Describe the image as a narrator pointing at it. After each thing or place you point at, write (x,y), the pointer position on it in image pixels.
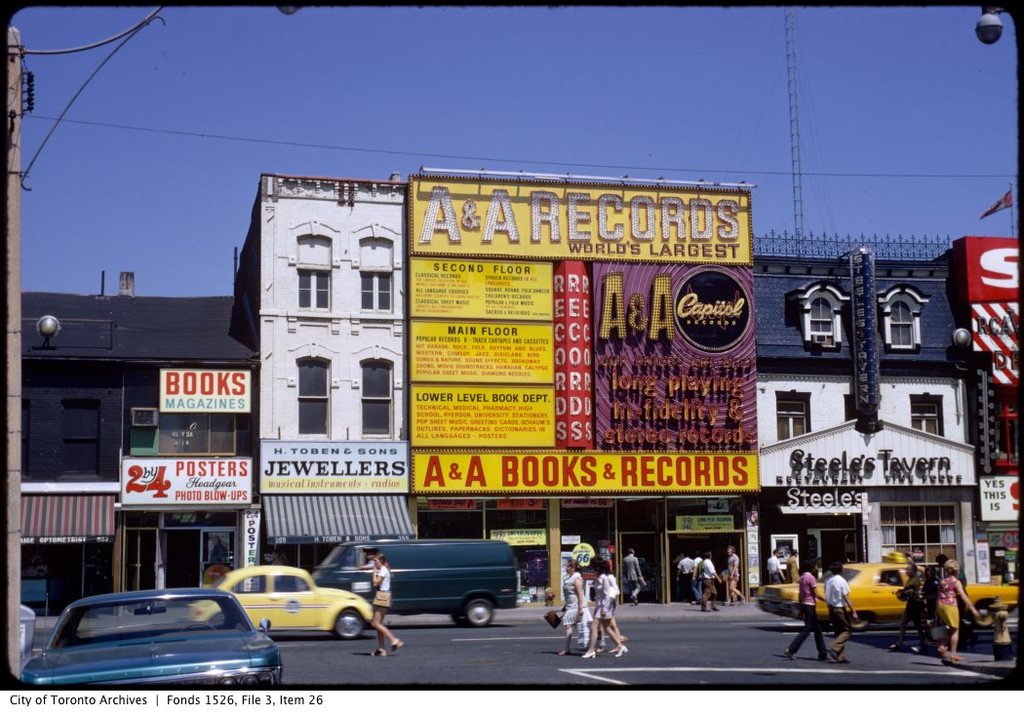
In the image we can see there are buildings (37,459) and there are vehicle (152,626) parked on the ground (535,637). There are people (819,605) standing on the road (500,642).
